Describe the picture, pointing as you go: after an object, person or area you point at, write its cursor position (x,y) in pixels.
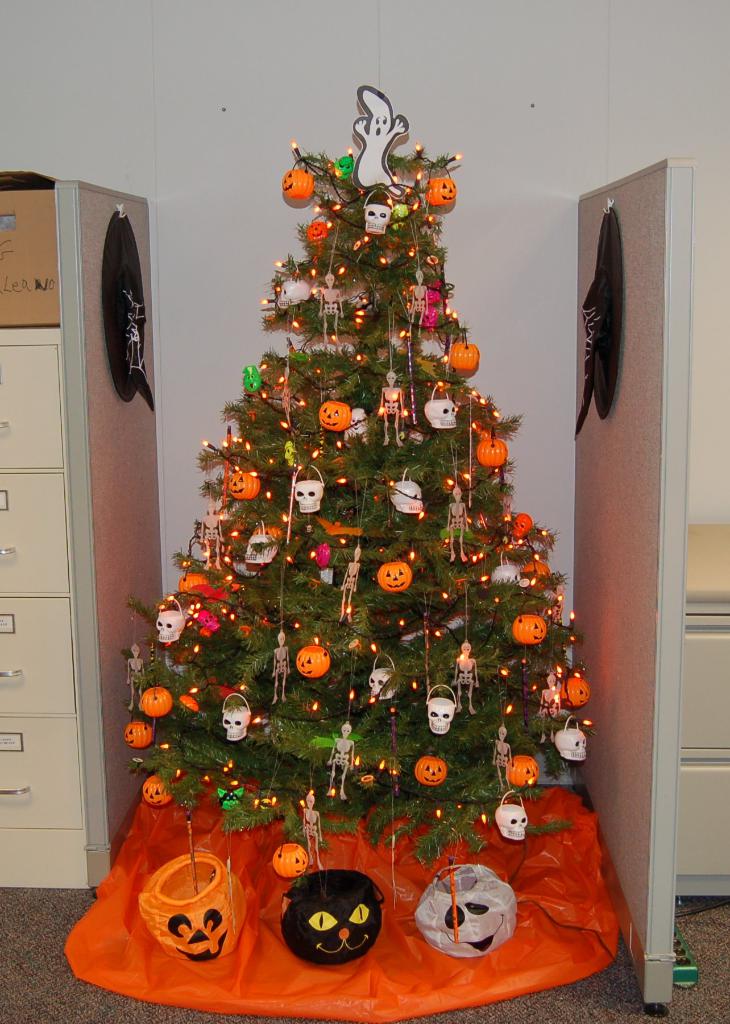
In this image I can see a christmas tree (350,638) which is green in color and to it I can see few decorative items (360,564) which are green, white, orange and pink in color. I can see few lockers (18,428) and the white colored wall (542,92) in the background (468,98).
